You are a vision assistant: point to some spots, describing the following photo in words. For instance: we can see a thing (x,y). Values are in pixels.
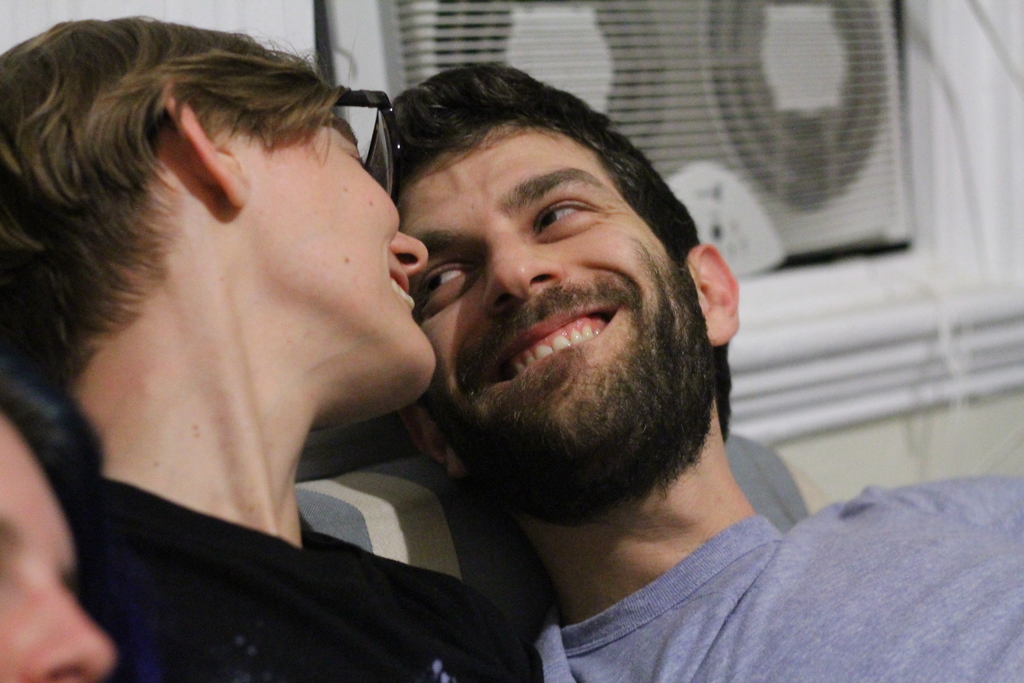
In this picture I can see a woman (290,324) and a man (465,339) in front (629,371) and I see that both of them are smiling. In the background (523,41) I can see the white color thing (568,49). On the bottom left corner of this picture (14,541) I can see a person's face (12,585).
